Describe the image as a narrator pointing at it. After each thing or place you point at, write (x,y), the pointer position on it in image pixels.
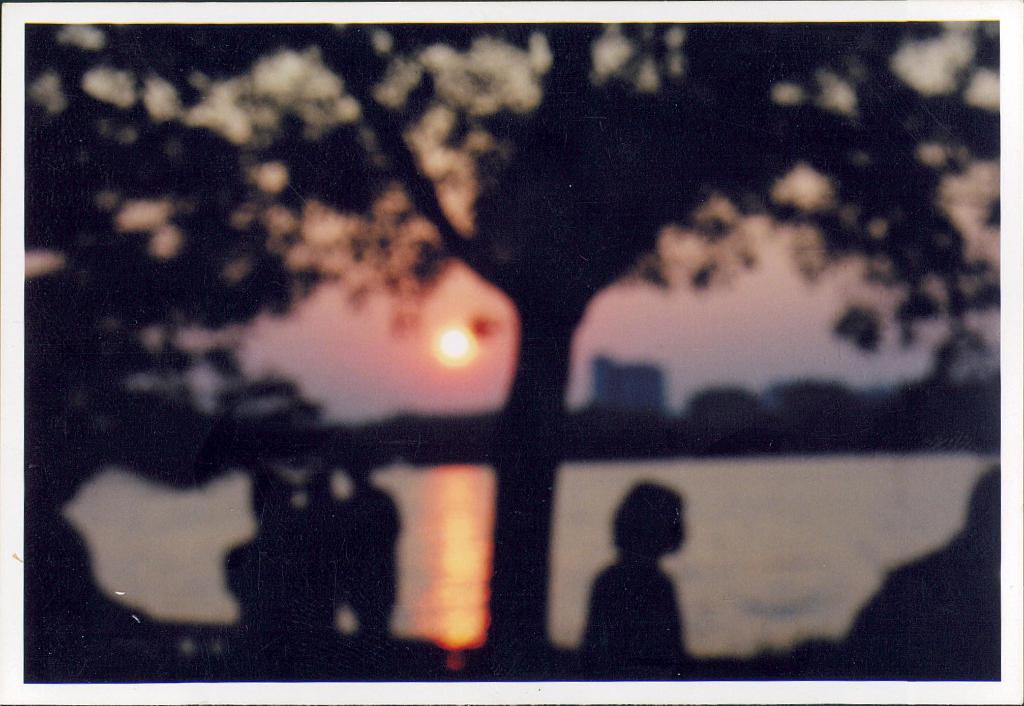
This is a blurred image, we can see some people (272,578) are standing on the path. Behind the people (615,595) there is a tree (542,498), water (771,499), it looks like a building (615,376) and the sun (446,352) in the sky (446,360).
